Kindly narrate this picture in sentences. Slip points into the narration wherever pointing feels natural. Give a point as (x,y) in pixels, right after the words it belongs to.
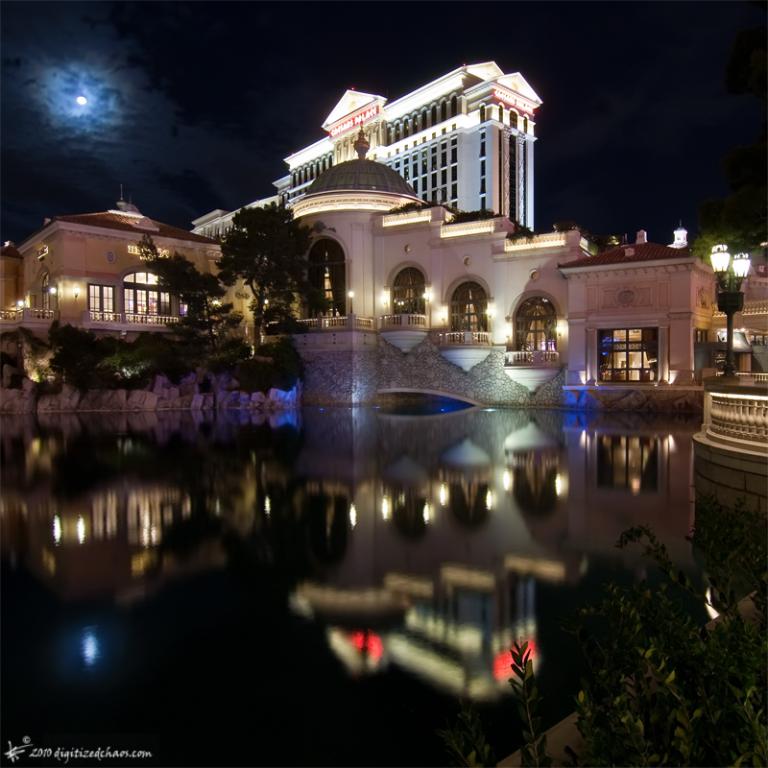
This picture shows buildings (497,199) and we see water (383,577) and trees (264,321) and we see pole lights (722,248) and we see moon (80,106) in the sky (124,96) and we see text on the bottom left corner (122,755).
